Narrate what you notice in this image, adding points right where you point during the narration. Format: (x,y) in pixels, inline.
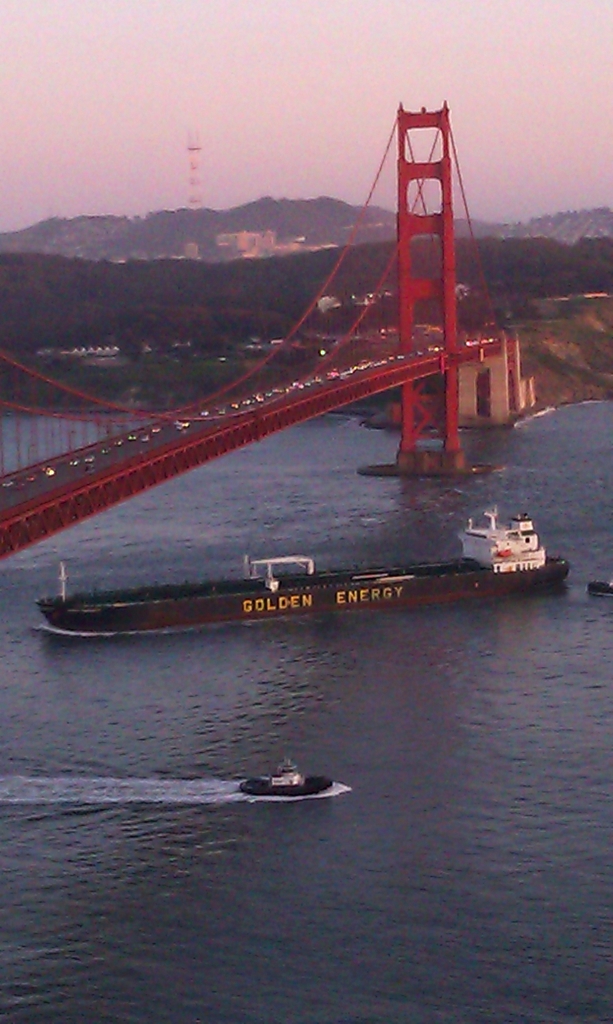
There is a ship (283,608) which is in brown color is on the water (399,562) and there is a boat (290,784) beside it and there is a red color bridge (240,406) above it and there are trees (292,254) in the background (480,243).
